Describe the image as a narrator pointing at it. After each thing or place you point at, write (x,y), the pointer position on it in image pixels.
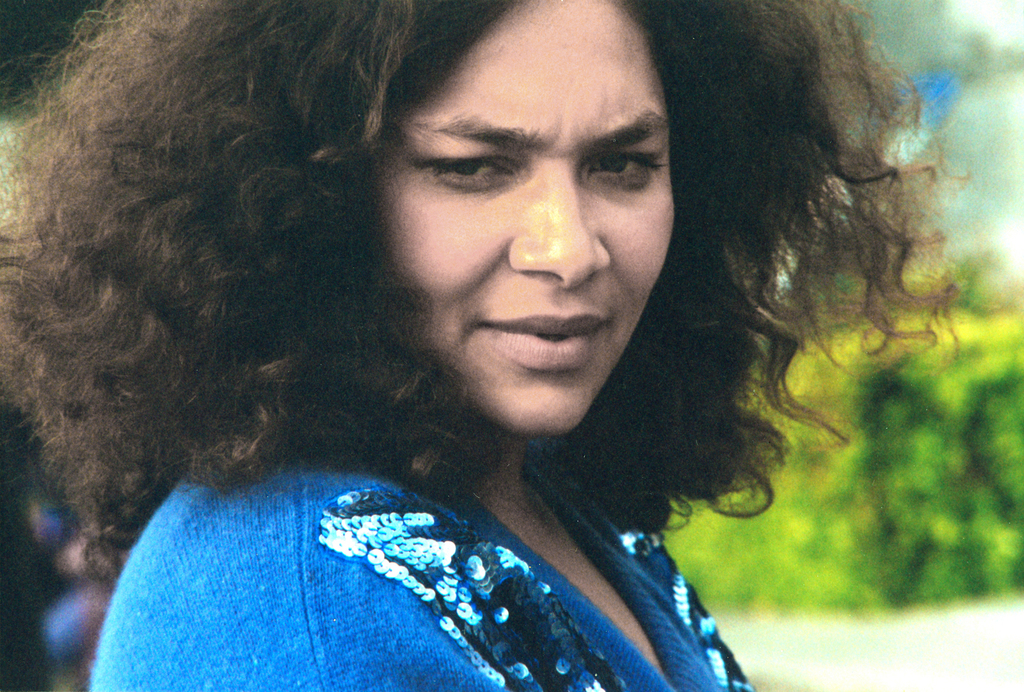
In this image we can see a woman (516,314) with blue color dress (522,623) and a blurry background (41,607).
